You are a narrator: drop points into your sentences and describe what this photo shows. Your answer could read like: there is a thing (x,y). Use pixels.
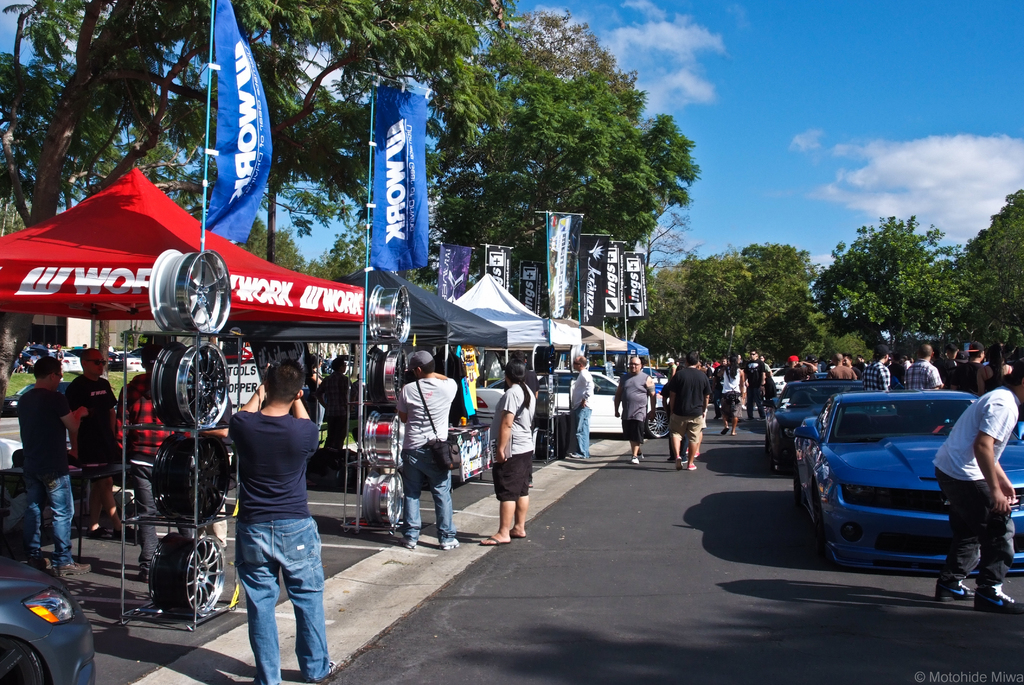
In the picture we can see some roads (582,565) with some cars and some people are walking beside it and some are standing on the path (332,519) and on the path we can see tents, and poles (357,510) with flags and near the tents (107,303) we can see some rims (172,575) are placed in the stand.
